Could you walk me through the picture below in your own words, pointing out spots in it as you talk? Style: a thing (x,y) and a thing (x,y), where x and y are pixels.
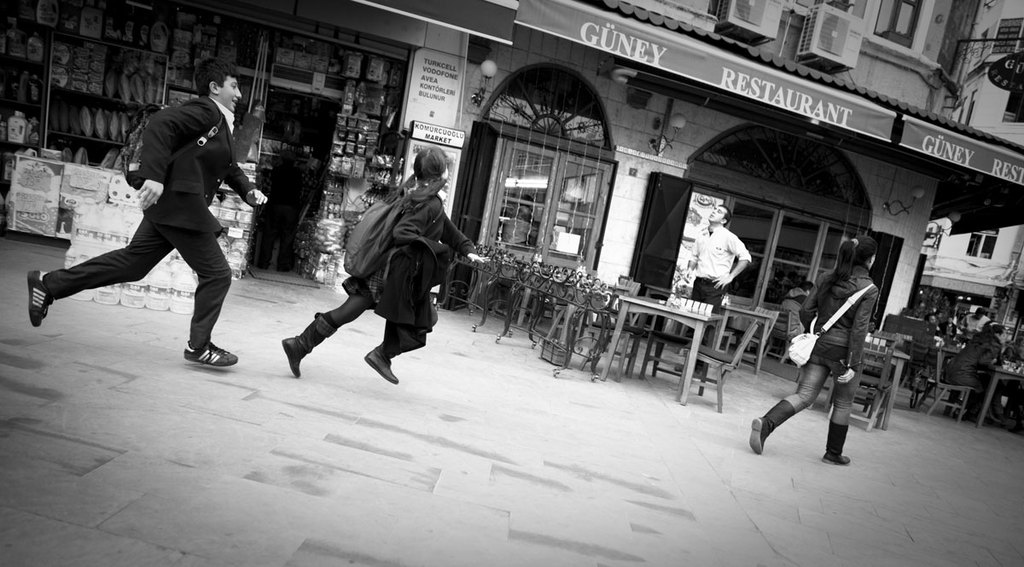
This image consists of few people (419,332). In the front (319,325), we can see a girl (311,337) and a boy (227,359) wearing black dresses (215,282) are running. At the bottom (638,443), there is a road (618,397). On the right (831,441), the girl (831,441) wearing white bag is walking. In the background (798,200), there is a shop (497,34) and a restaurant (828,209). And there are chairs (900,320) and tables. At the top (927,62), we can see the AC outdoor units (816,48) on the wall (791,41).
